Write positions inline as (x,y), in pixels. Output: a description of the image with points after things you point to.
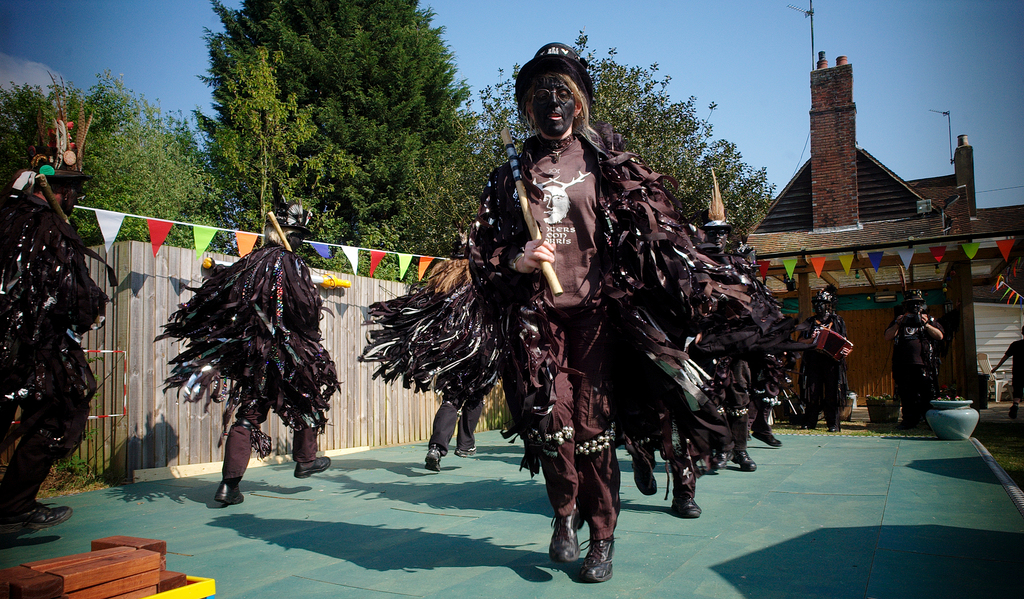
In this picture I can see few people (521,350) walking and they are wearing costumes (747,305) and holding sticks (535,223) in their hands (545,256) and I can see trees (408,151) and a house (870,228) in the back (867,189). I can see wooden wall (131,406) on the left side (331,435) and few color papers (156,249). I can see wooden blocks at the bottom of the picture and a pot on the ground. I can see a clear blue sky (766,68).
